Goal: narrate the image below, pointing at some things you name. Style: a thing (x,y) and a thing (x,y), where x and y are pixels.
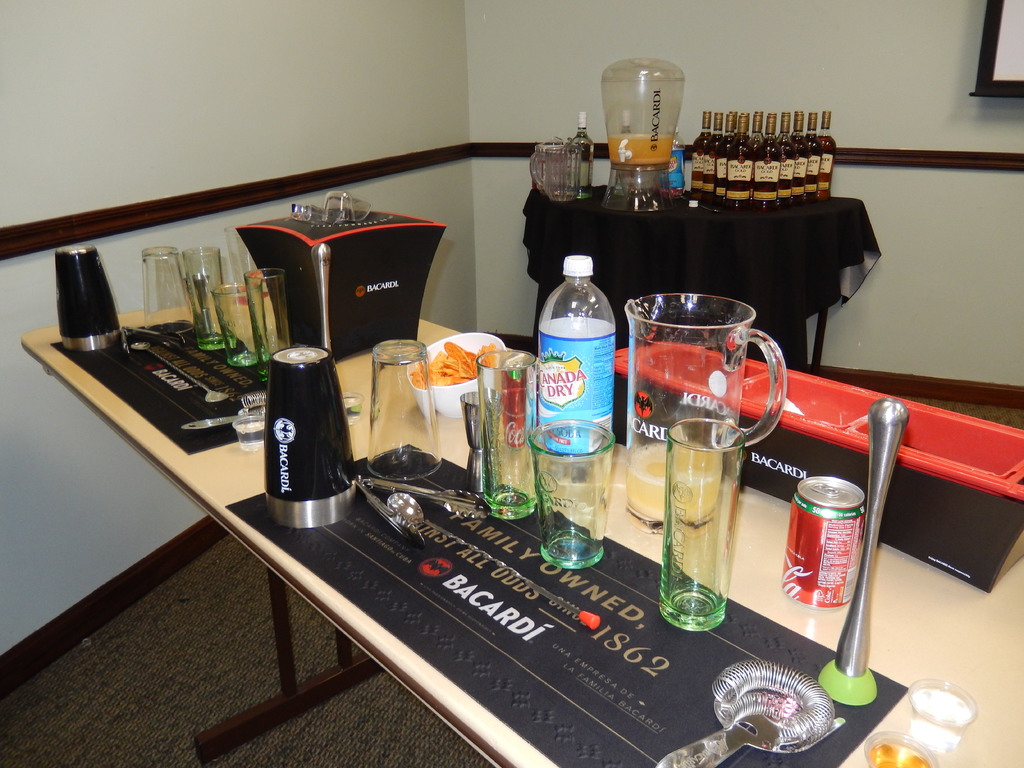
In the middle of this image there is a table (587,695). This is an inside view. On the table (504,598) I can see bottles (565,405), glasses (580,480), cocktail shakers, bowl (460,396) with some food (447,381). In the background (366,44) there is a wall (488,23). Just beside the table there is another table (840,242) covered with a black color cloth (815,232). On this table (832,246) few rum bottles (757,170) are arranged in an order.
